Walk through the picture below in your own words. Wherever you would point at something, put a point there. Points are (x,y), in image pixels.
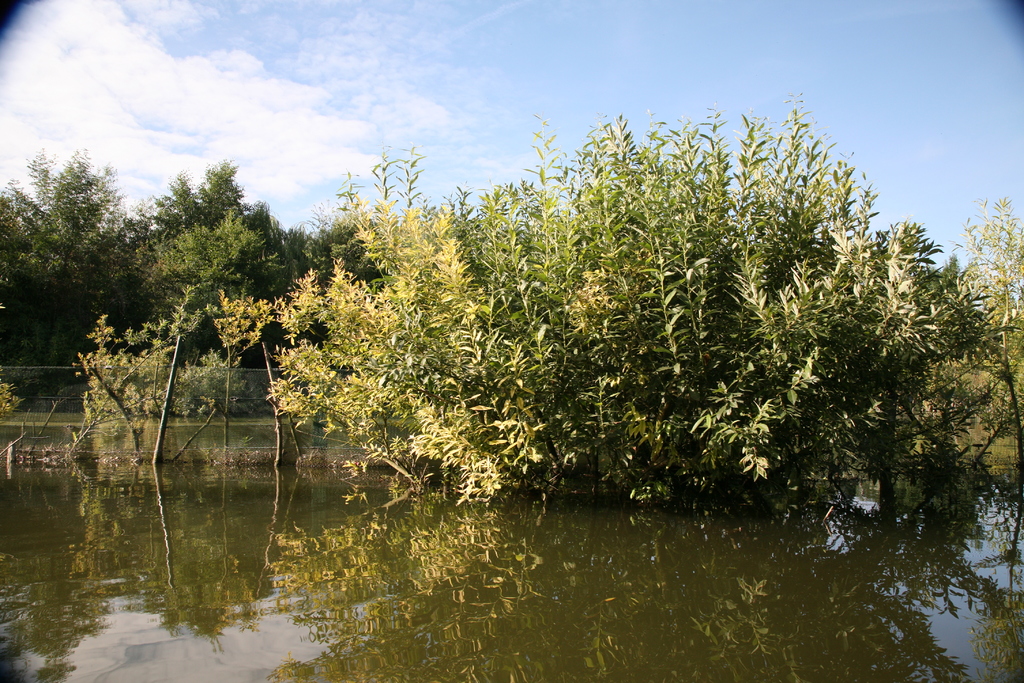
Front portion of the image we can see water (355,639), fence (179,407) and trees (820,271). Background (270,104) portion of the image there is a cloudy sky (511,94).
